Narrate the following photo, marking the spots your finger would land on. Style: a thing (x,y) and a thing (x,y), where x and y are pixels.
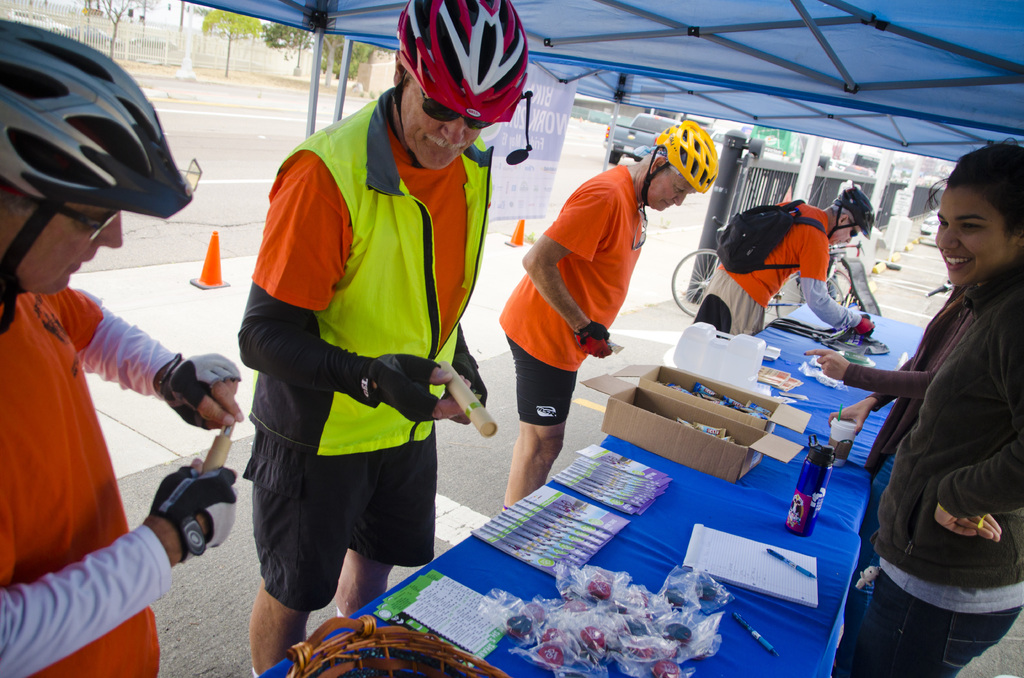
In this image we can see a few people (565,333) standing near a table (823,424). There are many objects (616,604) placed on the table (675,527). There are few cars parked in the image. There is a fencing (887,191), few orange color cones (219,274) and a banner (534,204) in the image. There are few plants (289,37) in the image. There are few vehicles (618,158) moving on the road (578,149).
